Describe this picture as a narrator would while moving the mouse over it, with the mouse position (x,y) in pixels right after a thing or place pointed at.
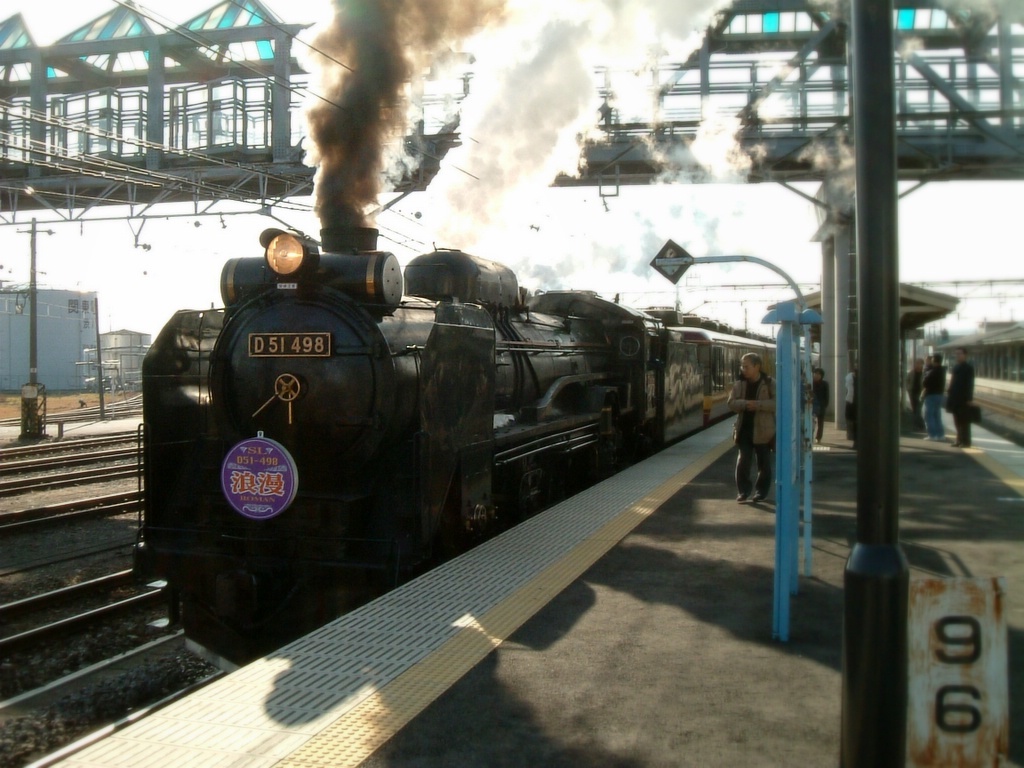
In this picture we can see a train (492,457) here, on the right side (949,385) there are some people (772,431) standing, we can see a pole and a board (669,260) here, there is a foot over bridge (618,141) here, we can see smoke (346,121) here, at the bottom (135,645) there is a track (106,629), in the background (65,334) we can see a building (92,320), there is the sky (168,261) at the top of the picture (172,247).
